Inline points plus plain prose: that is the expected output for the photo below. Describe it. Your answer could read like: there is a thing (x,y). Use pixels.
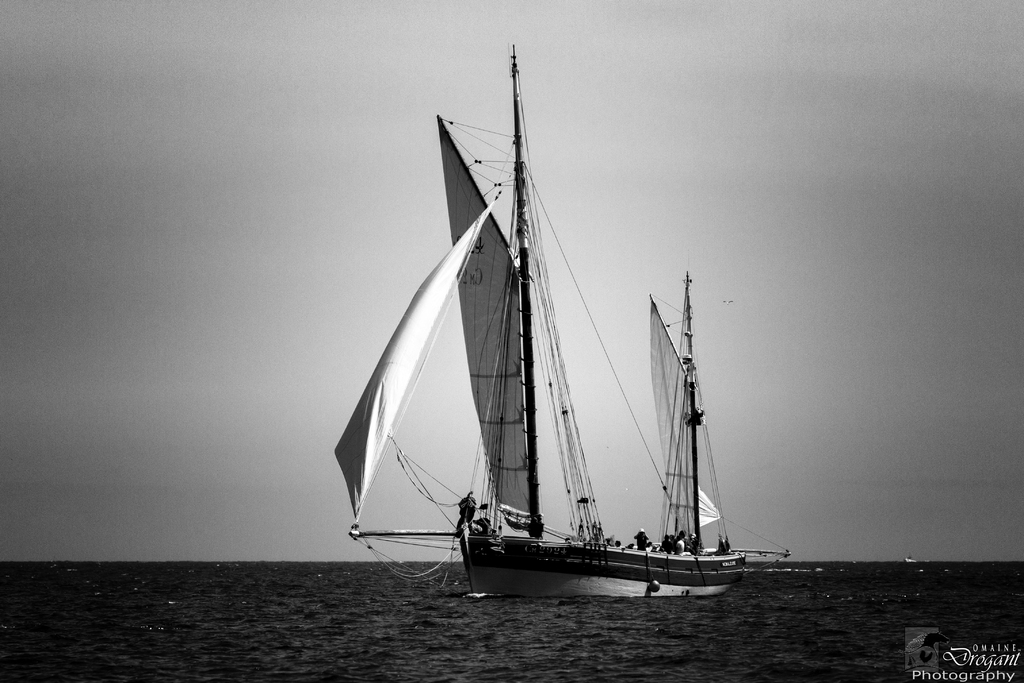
This is a black and white pic. Here we can see few persons (639,536) riding in a boat (485,577) on the water (609,604) and we can also see clothes (466,190), ropes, poles (526,342) and this is a sky (268,259).
